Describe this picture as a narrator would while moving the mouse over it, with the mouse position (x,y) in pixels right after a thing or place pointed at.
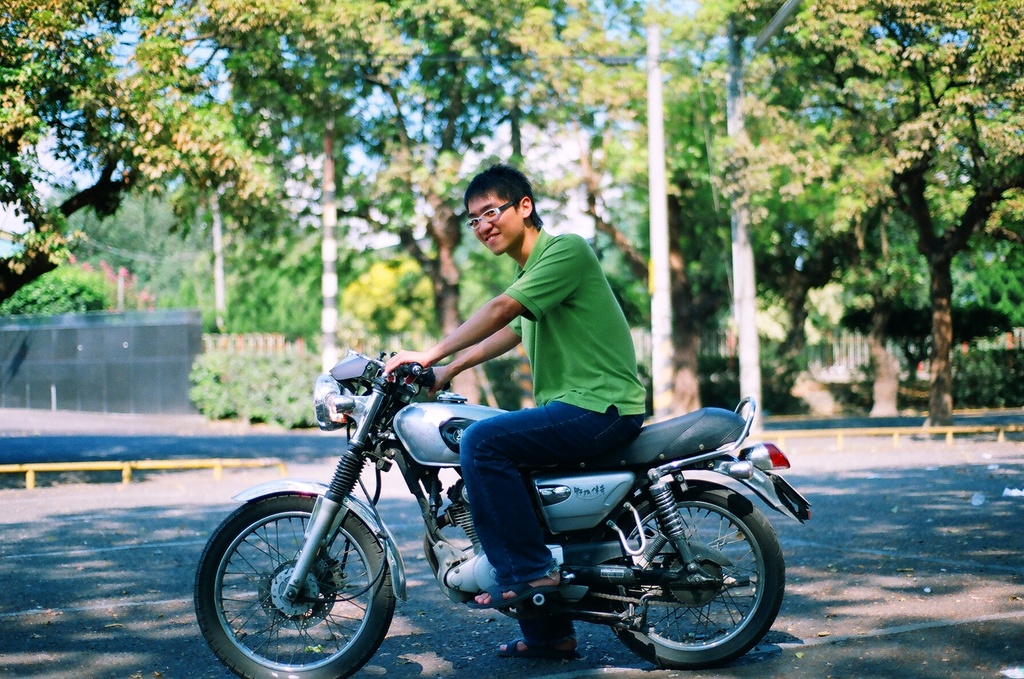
This image is clicked on the road (166,548). There is a man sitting on the bike (323,600) and facing the camera. The bike (378,433) is in silver color. In the background (359,182) there are trees (674,161), poles (659,185), and fencing (853,355). At the bottom (938,568), there is a road (868,581).
